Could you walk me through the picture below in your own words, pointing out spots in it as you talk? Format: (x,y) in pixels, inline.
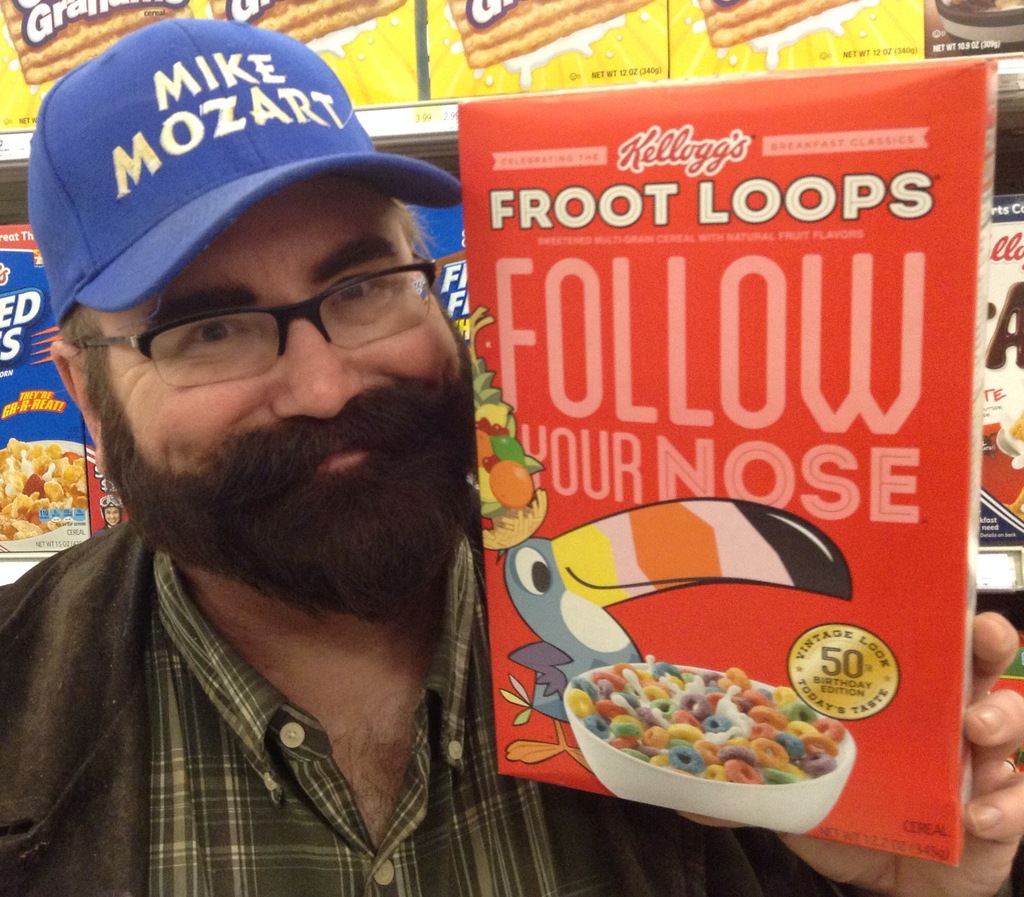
This is the man (266,693) standing and smiling. He is holding a food packet (954,703) in his hand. He wore a shirt (272,819), jerkin (122,769), spectacle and a cap (102,164). In the background (104,31), I can see the food packets (104,31), which are arranged in the rack (1006,486).
